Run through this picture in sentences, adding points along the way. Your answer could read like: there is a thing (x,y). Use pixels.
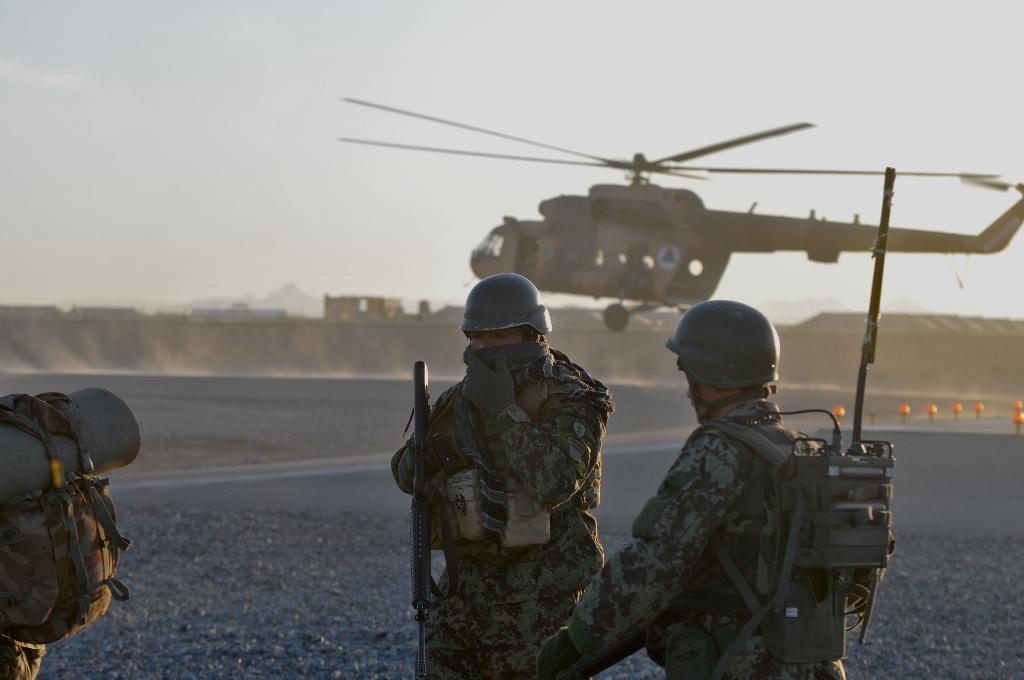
In the image we can see there are people (486,495) standing and they are wearing uniform (660,510). They are wearing helmet (505,300) and carrying backpack (59,568). Behind there is a helicopter (637,287) and the person (443,477) is holding a rifle (425,564) in his hand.
